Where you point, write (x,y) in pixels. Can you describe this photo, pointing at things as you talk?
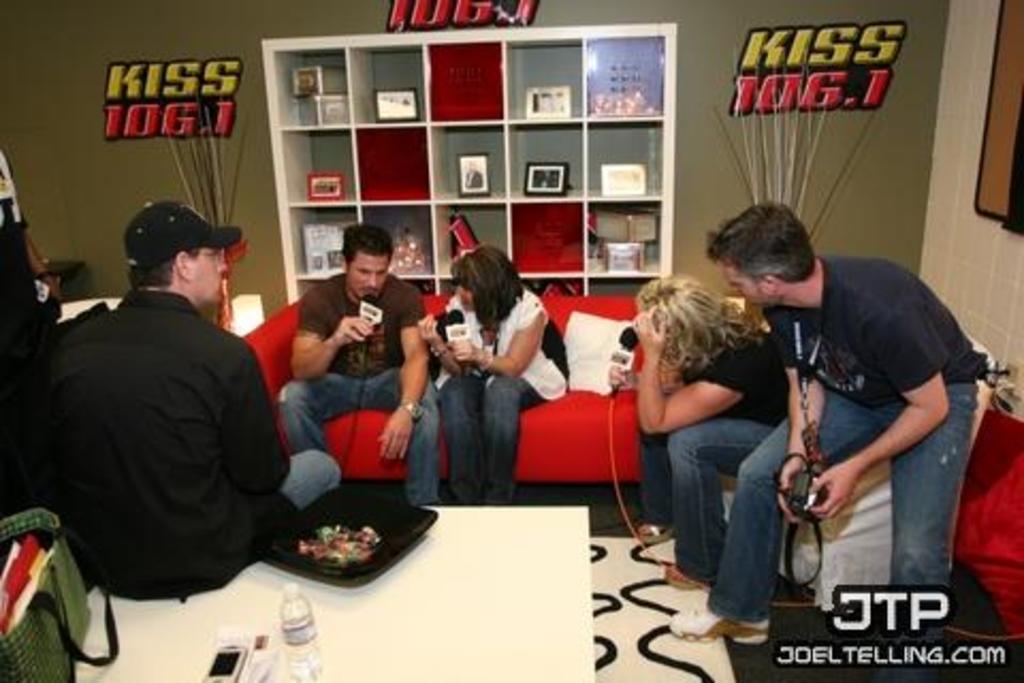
At the bottom right (937,599), there is a watermark (942,613). On the right side (898,474), there is a person (852,312) in a black color t-shirt (880,301), holding a camera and bending. Beside him, there is a woman (734,347) in a black color t-shirt (746,356), sitting and holding a microphone (609,366). On the left side (174,483), there is a person (174,398) in a black color shirt (172,388), sitting near a table (184,622), on which there is a tray (367,519), a bottle (291,641) and a phone (218,680). In the background (383,248), there is a man (363,248) and a woman (481,299), sitting on a red color sofa (535,414) and holding microphones (371,318), there are photo frames (341,187) and other objects (535,261) arranged on the shelves (566,156), there are logos (421,13) on the walls (713,75) and there are other objects (71,624).
